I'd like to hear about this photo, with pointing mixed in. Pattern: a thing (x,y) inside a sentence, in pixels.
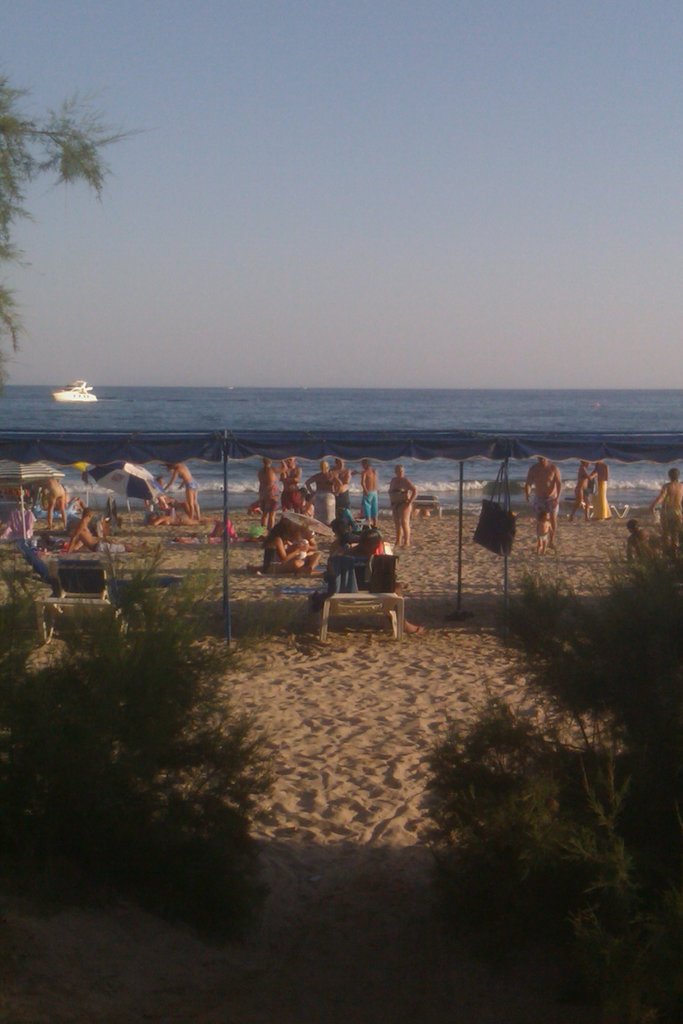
In this image we can see sea shore (471,579). There are many people (166,517). Also there are umbrellas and chairs (65,576). And there is a tent (507,451). Also we can see branches (582,730) of trees (582,730). In the background (268,393) there is water (393,409). Also there is sky (316,214). And there is a boat (65,395) on the water (105,393).
